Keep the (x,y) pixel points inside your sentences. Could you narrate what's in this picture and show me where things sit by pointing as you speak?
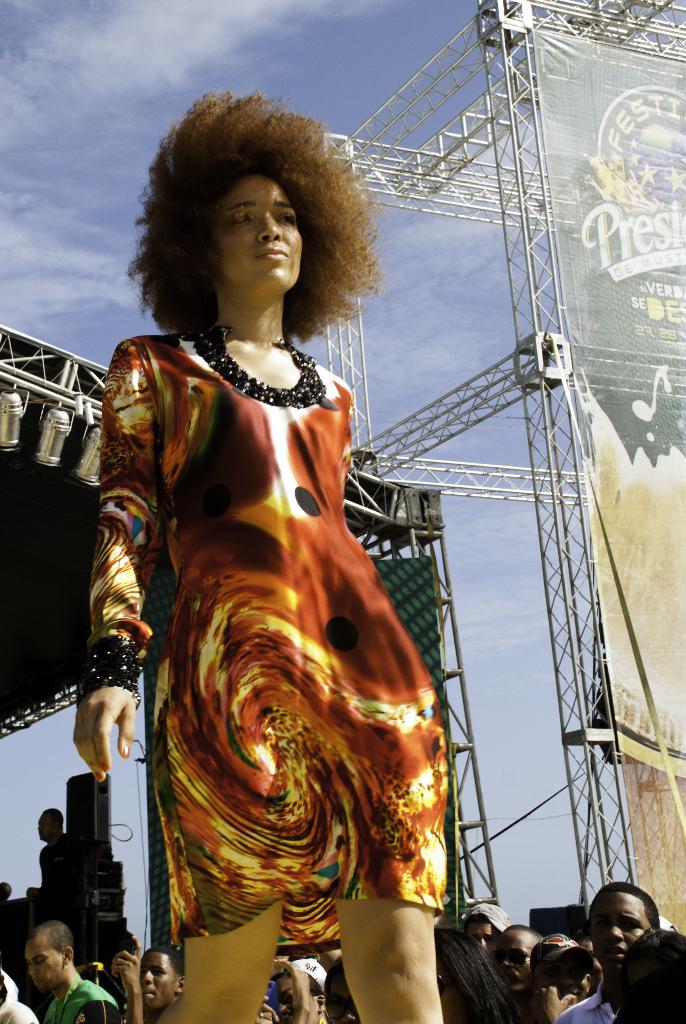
In this picture we can see the girl (305,588) standing on the stage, wearing brown color top (236,842) and giving a pose to the camera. Behind there are some people (486,931) standing and looking to her. In the background (649,846) there is a big advertisement hanging board (659,837) on the white metal frame (359,416) and some spot lights (45,432).
